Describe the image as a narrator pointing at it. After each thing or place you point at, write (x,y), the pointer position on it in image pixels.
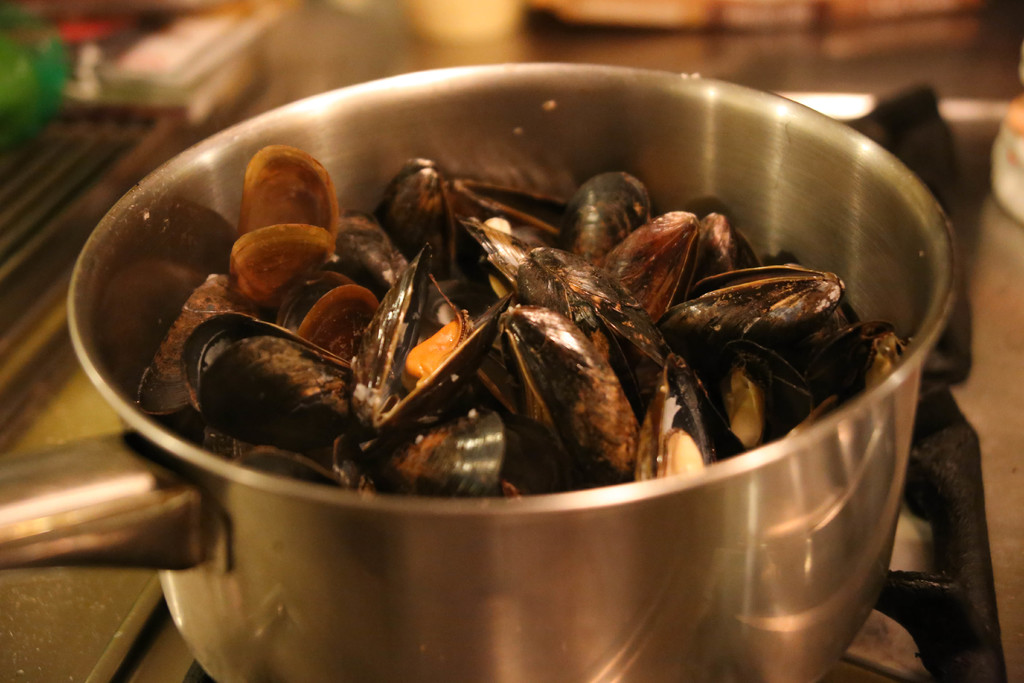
In this picture we can observe some shells (392,399) placed in this bowl (571,570). This bowl (541,596) is on the stove (904,621). The background (473,20) is completely blurred.
